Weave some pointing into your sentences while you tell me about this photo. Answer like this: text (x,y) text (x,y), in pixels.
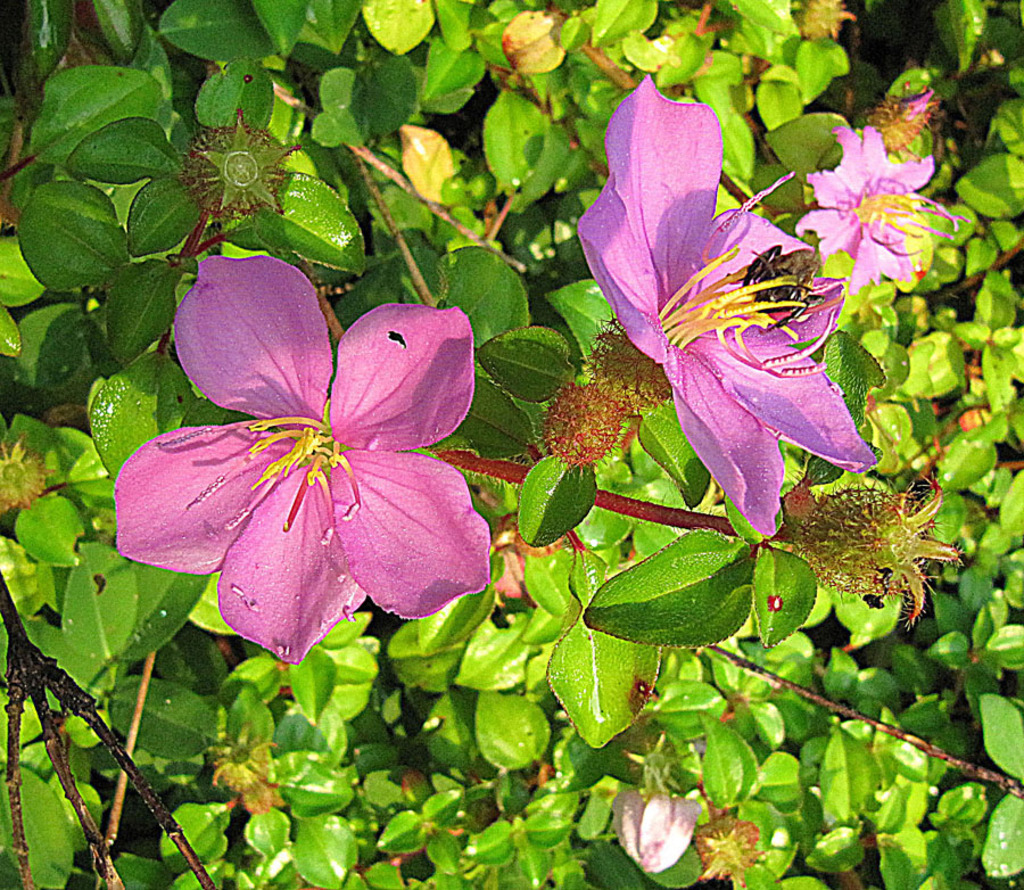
Here we can see a plant (307,283) with flowers (281,267).
